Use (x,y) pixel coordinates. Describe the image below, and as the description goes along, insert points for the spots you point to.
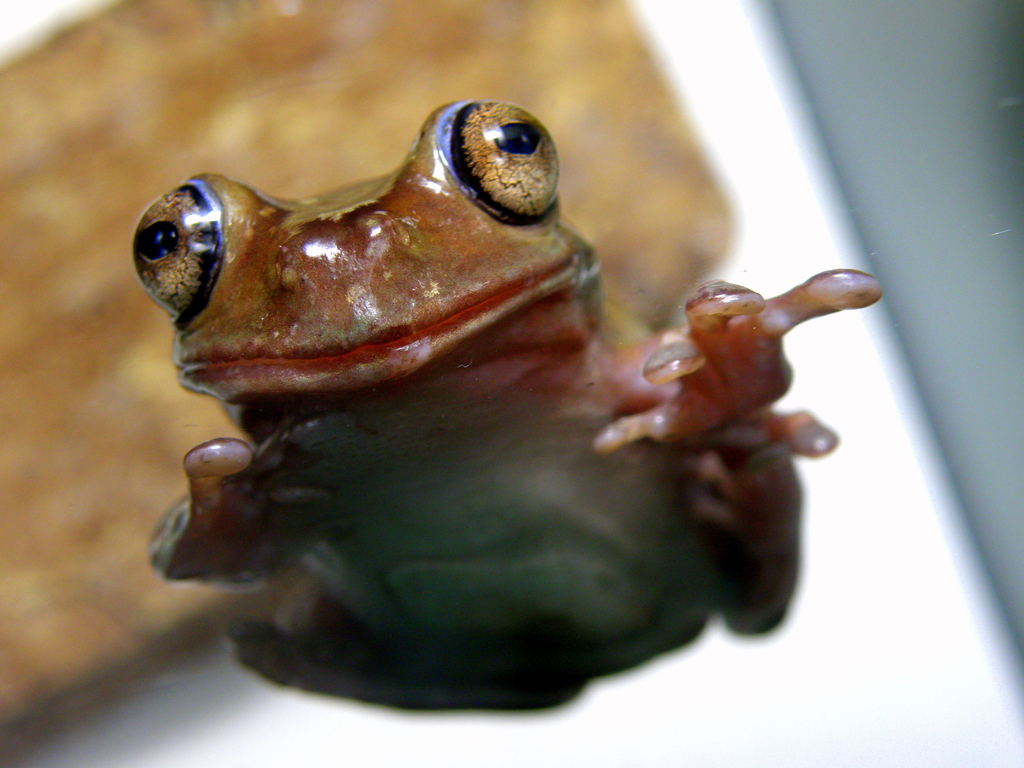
In this image we can see a frog (592,363). In the background of the image (943,77) there is a blur background (895,151).
